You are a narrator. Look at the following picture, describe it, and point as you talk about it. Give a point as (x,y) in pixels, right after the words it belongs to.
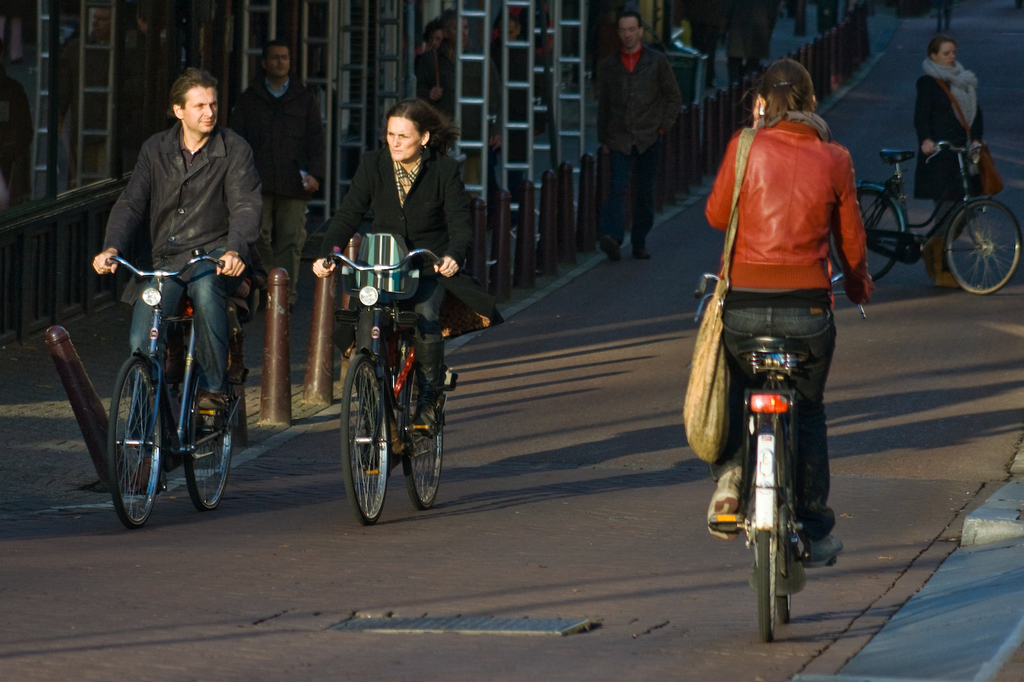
The image consists of many people (456,227) riding bicycle (367,436), this image is clicked on a road (796,619). and on the pavement (73,421) many people (467,90) are walking.
